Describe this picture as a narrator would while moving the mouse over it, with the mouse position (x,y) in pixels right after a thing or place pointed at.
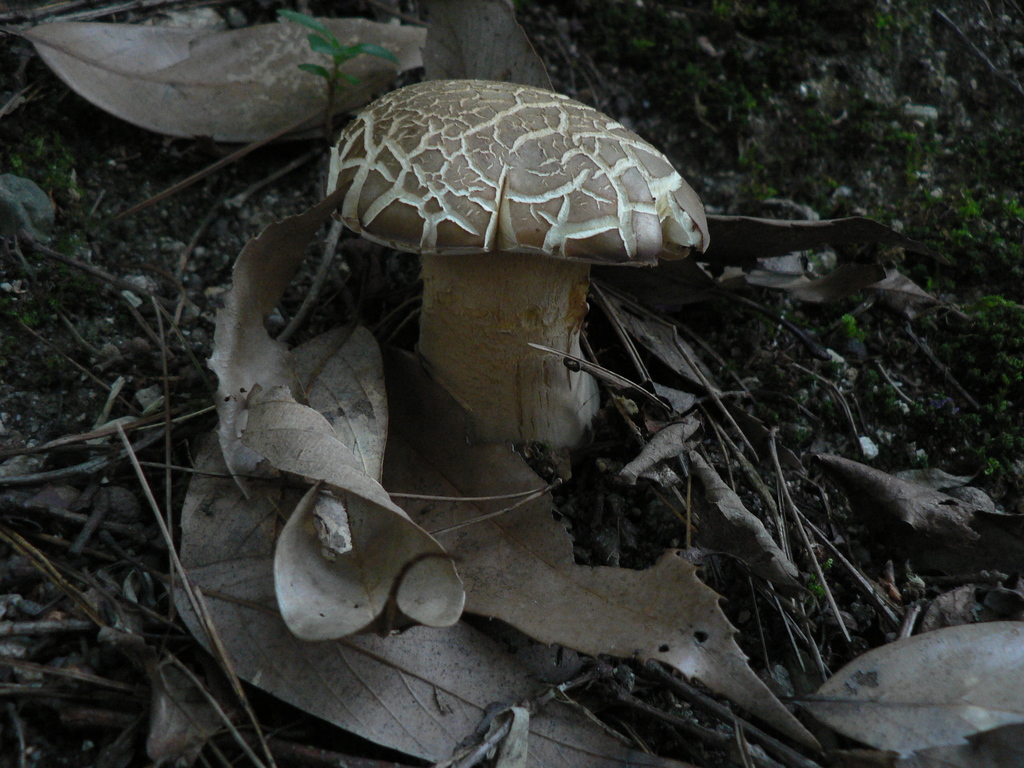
In the center of the image (567,375) we can see a mushroom (580,313). At the bottom (296,552) there are leaves (504,600) and we can see twigs (162,531).
